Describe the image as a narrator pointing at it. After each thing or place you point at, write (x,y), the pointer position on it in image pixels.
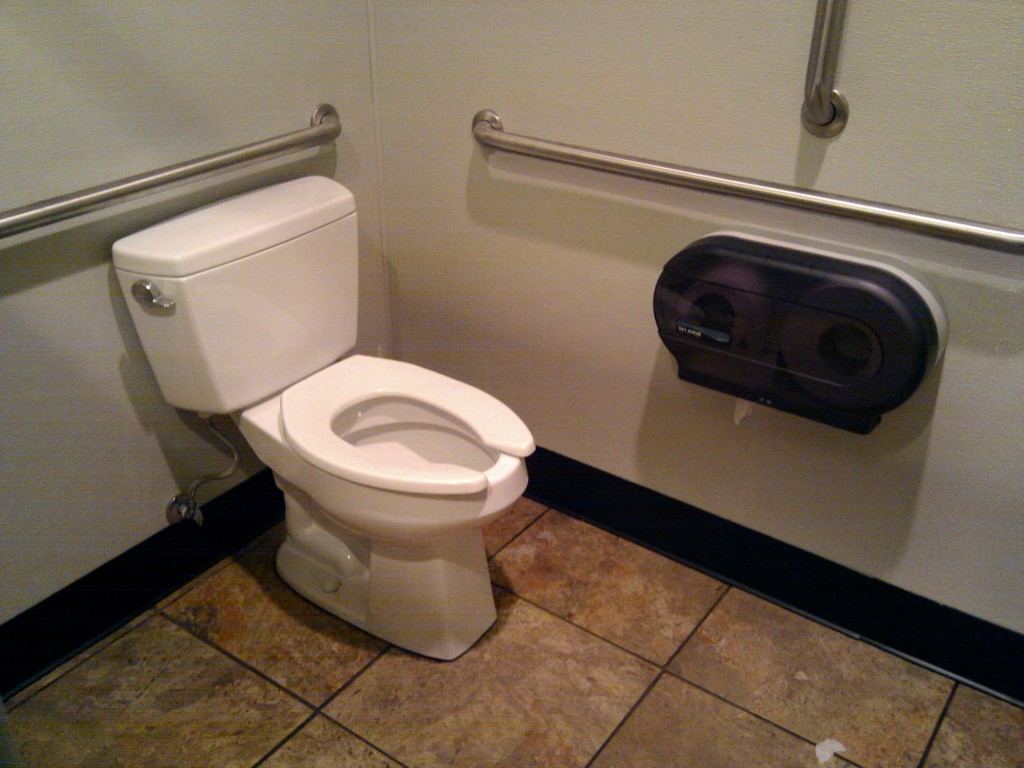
Here in this picture we can see a western toilet (296,414) present on the floor (306,595) over there and we can see poles (491,143) present on the walls (1012,192) over there and on the right side (687,298) we can also see a tissue roll box (803,336) present over there.
